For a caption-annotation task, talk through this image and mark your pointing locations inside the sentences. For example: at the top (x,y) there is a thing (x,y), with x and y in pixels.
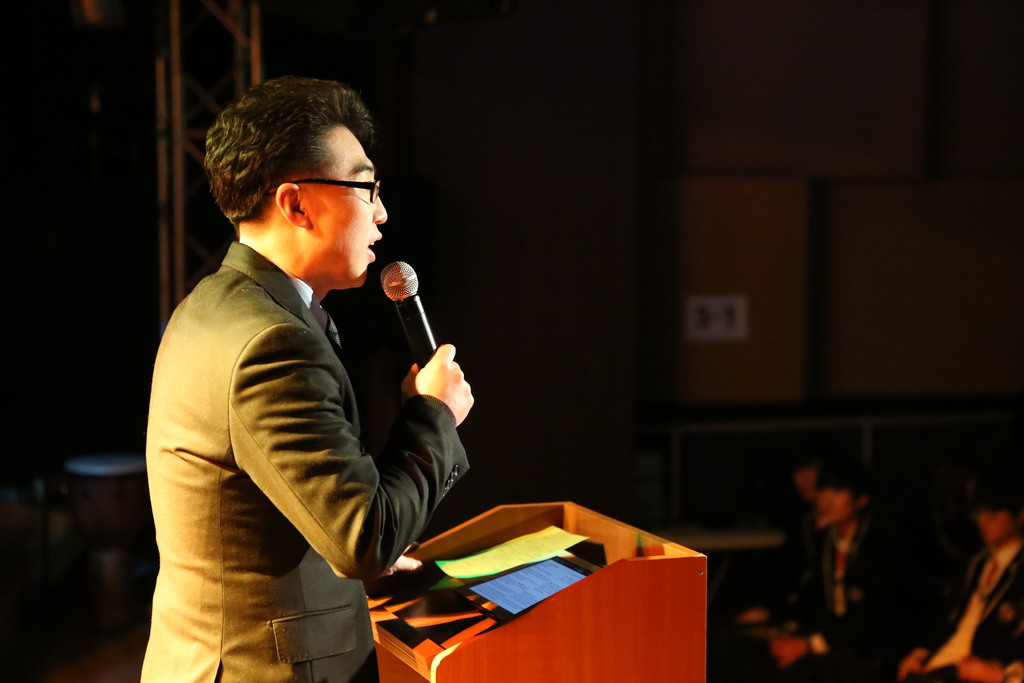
In this image, we can see persons (823,512) wearing clothes (315,336). There is a person (318,443) in the middle of the image (428,426) holding a mic (407,320) in front of the podium (607,637). There is a metal frame (179,81) in the top left of the image (178,98).
